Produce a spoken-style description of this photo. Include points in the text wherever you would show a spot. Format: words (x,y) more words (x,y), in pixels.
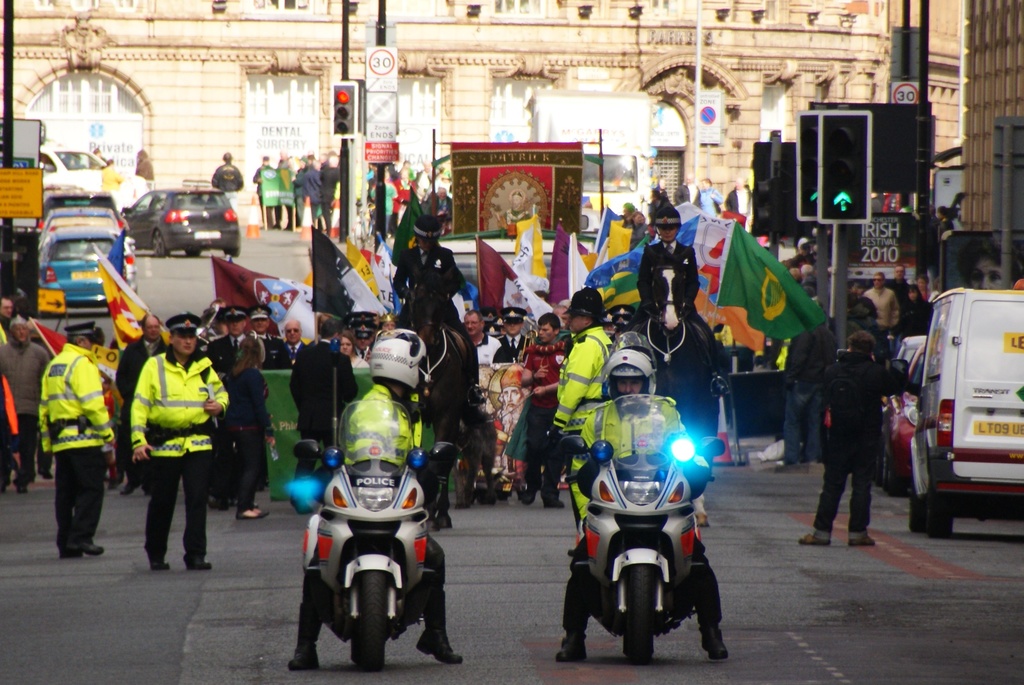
In this image, we can see two police bikes (385,618), there are two persons (382,424) sitting on the bikes (433,464) and they are wearing helmets (628,367), in the background (171,360) there are some people (218,354) standing, we can see some cars (63,277) and there are some signal lights (800,159).
